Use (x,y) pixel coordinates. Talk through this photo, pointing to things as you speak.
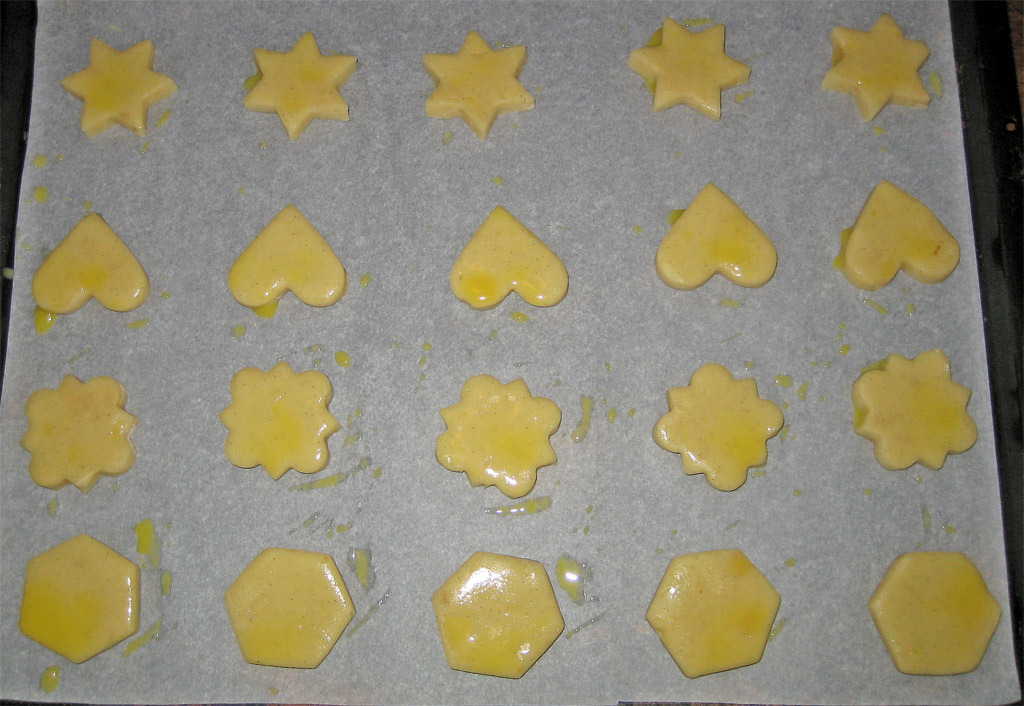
In this picture we can see some food items (293,239) in different shapes on the paper (371,479) and the paper (590,125) is on the black object (977,168).
